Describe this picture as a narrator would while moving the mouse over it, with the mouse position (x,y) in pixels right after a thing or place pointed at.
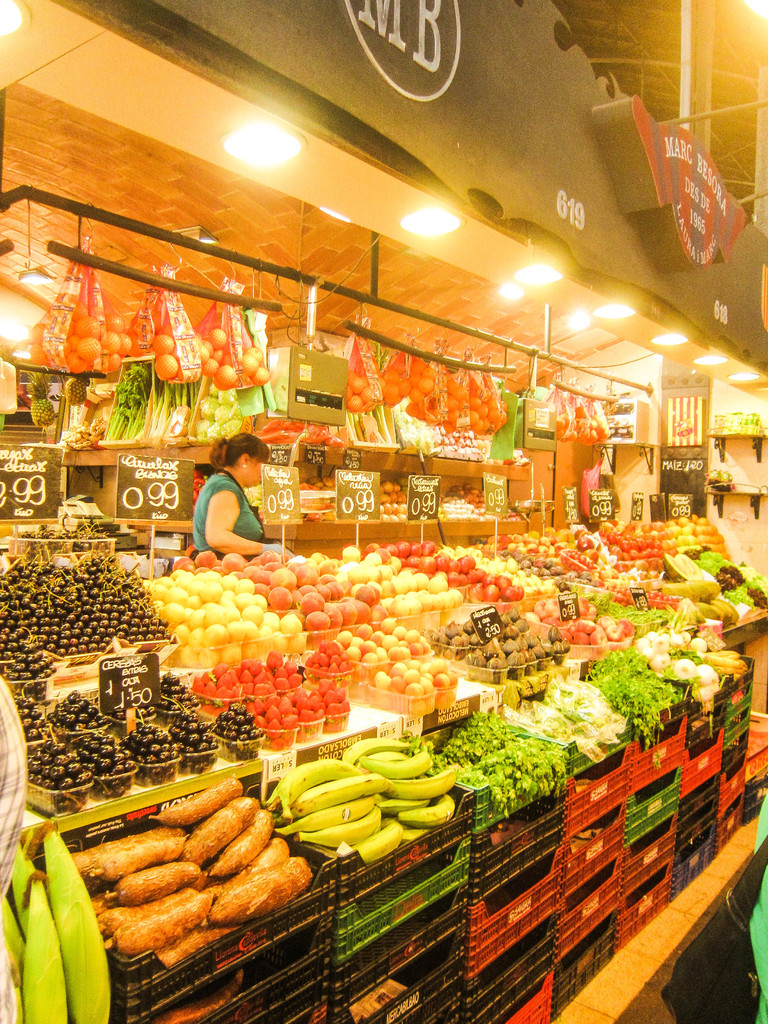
In this image I can see few fruits (123,589) and vegetables (502,735) in multi color and I can also see the person (258,437) standing and the person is wearing green color dress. Background (38,497) I can see few boards (423,497) in black color and I can also see few lights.
